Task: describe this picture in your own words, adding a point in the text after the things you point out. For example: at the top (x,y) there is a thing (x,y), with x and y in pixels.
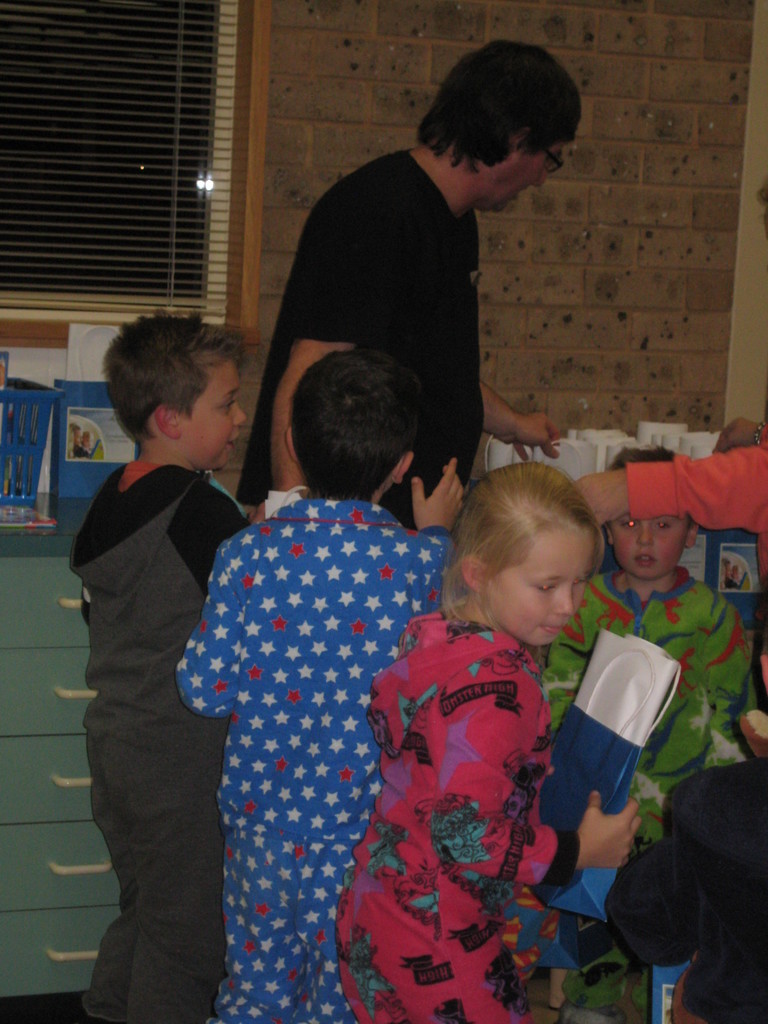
This Picture describe about the some small boys (360,629) and girl (472,634) in the image taking blue color covers (576,445) from the man (533,427) wearing black t-shirt (443,466) standing behind them. In the background (624,270) we can see brick wall (617,270) and a window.
